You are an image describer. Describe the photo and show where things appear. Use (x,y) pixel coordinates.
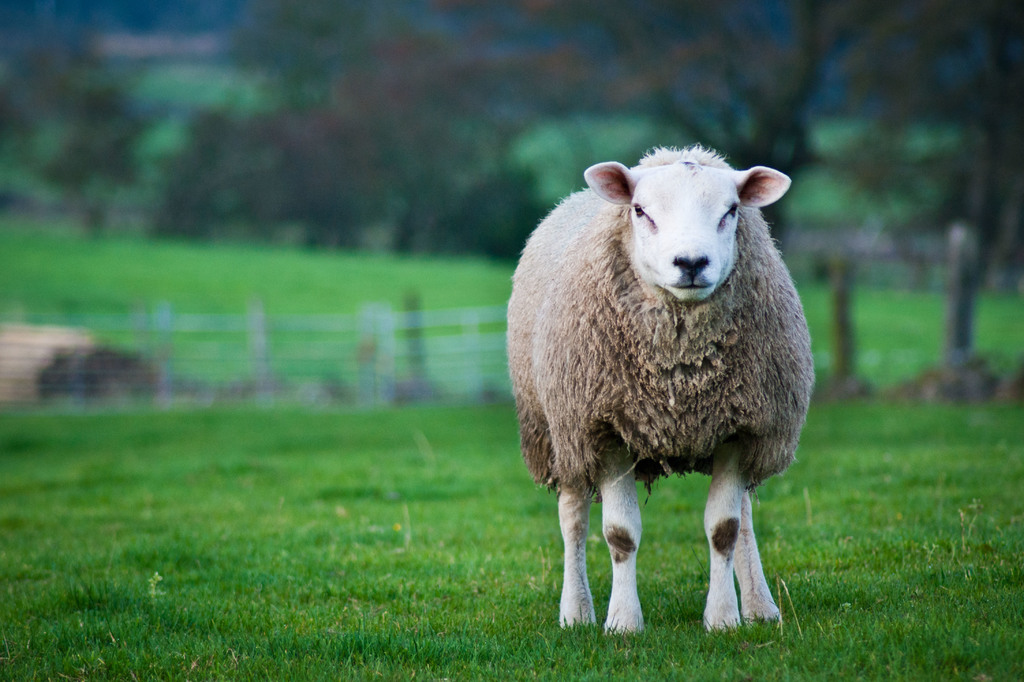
In this picture we can see sheep (688,378) on the grass (282,438). In the background of the image (40,185) it is blurry and we can see fence (485,314) and trees (798,138).
